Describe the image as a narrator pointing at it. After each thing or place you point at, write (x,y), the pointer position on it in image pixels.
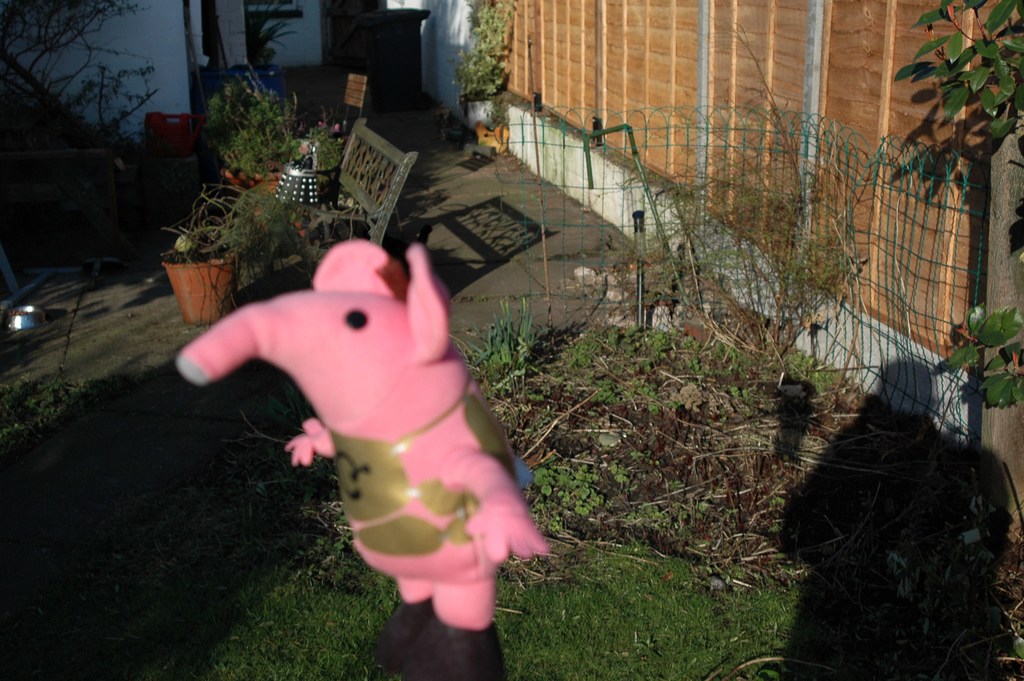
In this image in the front (459,543) there is a toy (407,466) of an animal (390,486) and there's grass (559,584) on the ground (558,548). In the background (261,168) there are plants (223,160), there is a wall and there is a bench (357,159). On the right side (921,269) there is a fence (848,300) and there are pipes (639,250).
